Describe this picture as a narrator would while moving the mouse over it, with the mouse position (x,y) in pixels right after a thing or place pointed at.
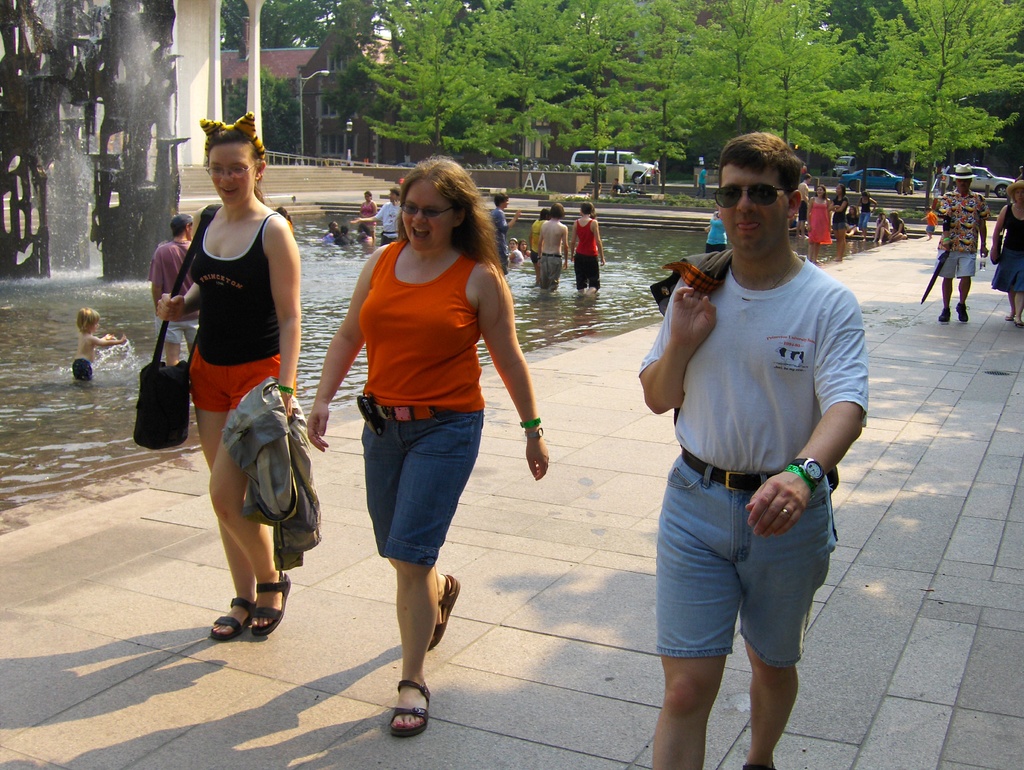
In this image, we can see few people (994,258) are walking on the walkway (567,654). Few (670,580) are holding some objects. Background (594,292) we can see water (526,298). Few people (545,267) are in the water (534,287). Here few vehicles (980,179), trees (966,108), building (322,132), street light (308,76), pillar (256,98), stairs (305,188) we can see.
